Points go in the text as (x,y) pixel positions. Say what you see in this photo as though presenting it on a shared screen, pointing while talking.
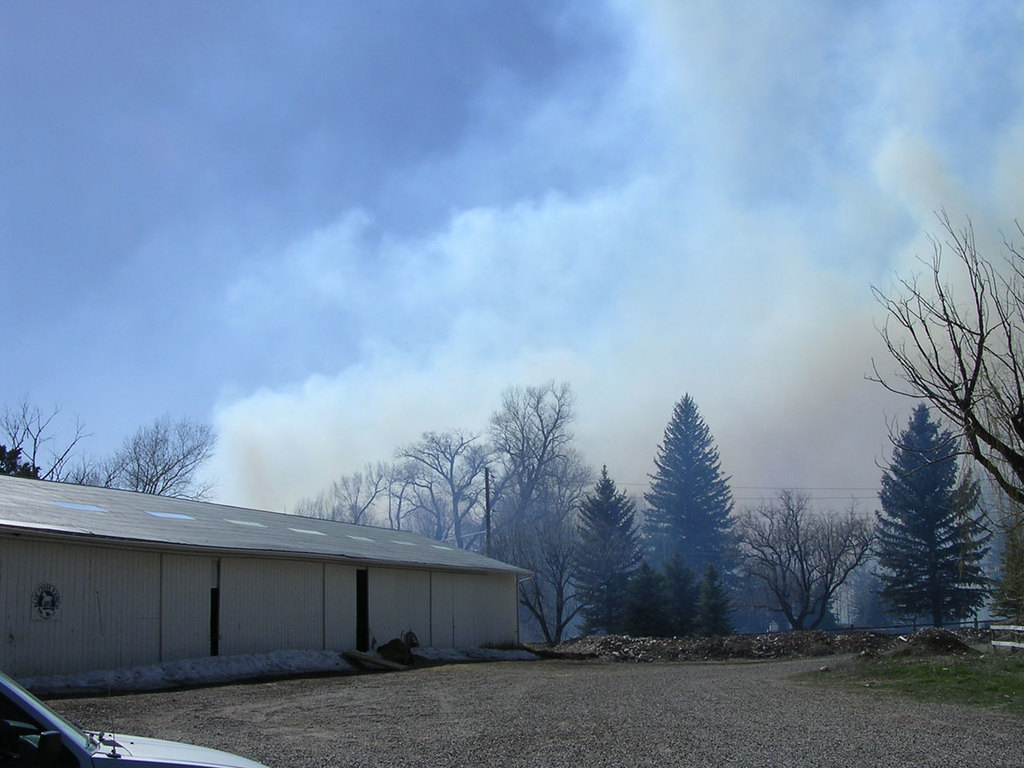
In this image we can see there is a car (128,749) on the ground (457,748). At the side there is a building (331,574). And there are trees (932,616), fence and the sky (468,215).
